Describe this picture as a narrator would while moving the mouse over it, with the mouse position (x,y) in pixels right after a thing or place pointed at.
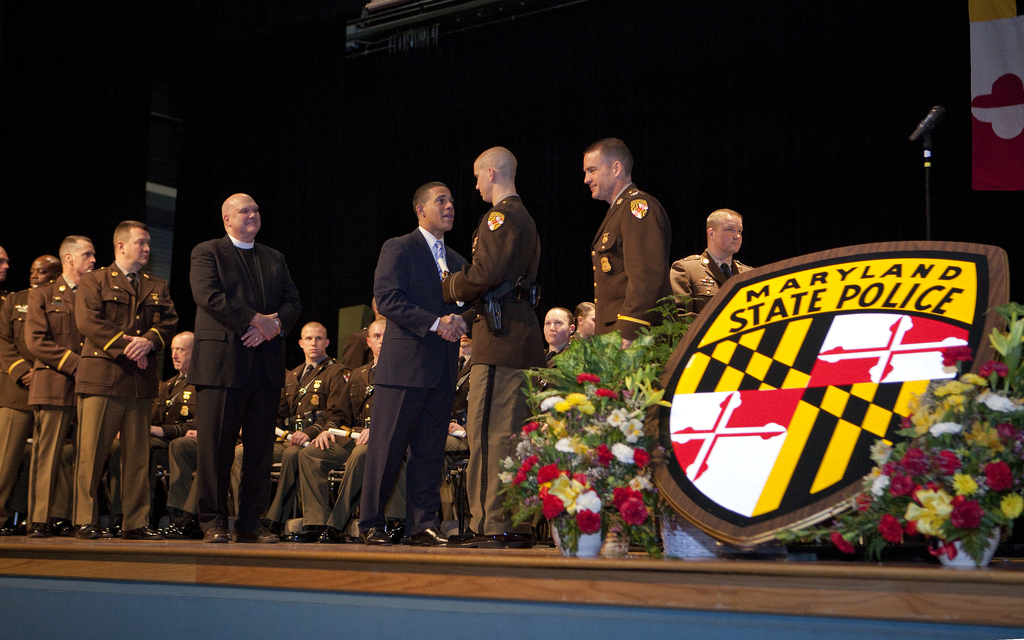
As we can see in the image there are group of people (349,391), flowers (570,444) and there is a mic (927,127).
